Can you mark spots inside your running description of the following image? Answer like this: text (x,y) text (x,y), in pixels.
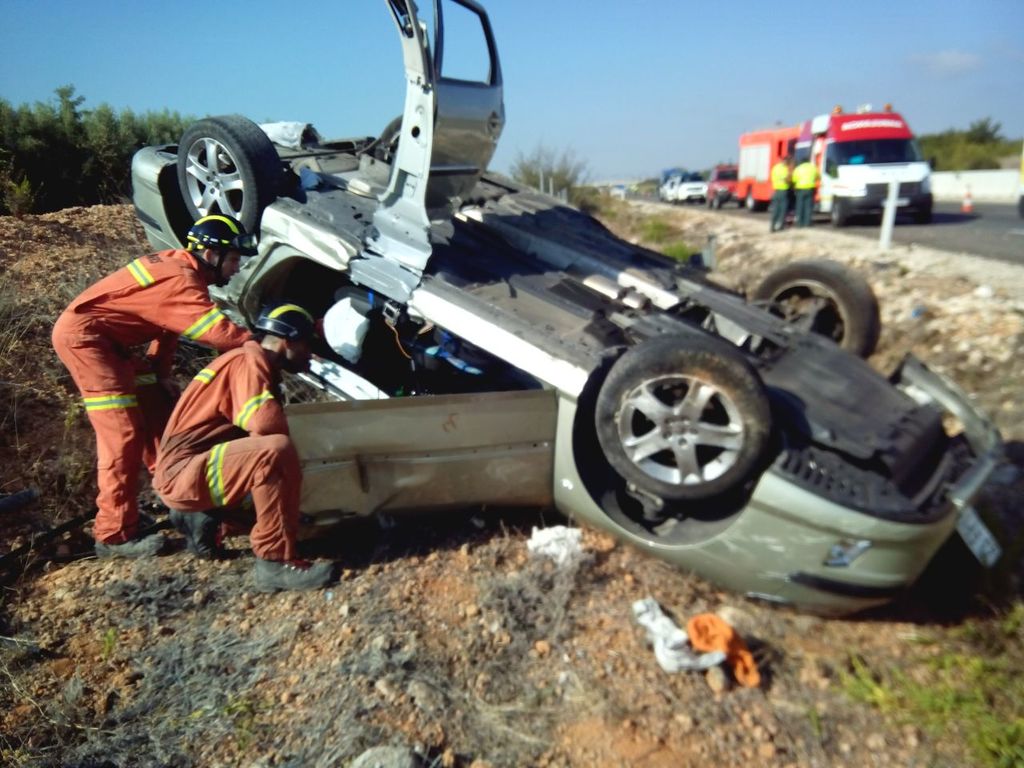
In this image we can see two persons (152,312) wearing similar color dress (230,346) and helmets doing something near the car (408,350) which is rolled over and at the background of the image (781,144) there are some vehicles (751,152) and some persons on the road (1001,221), there are some trees (935,138) and clear sky (586,99).
